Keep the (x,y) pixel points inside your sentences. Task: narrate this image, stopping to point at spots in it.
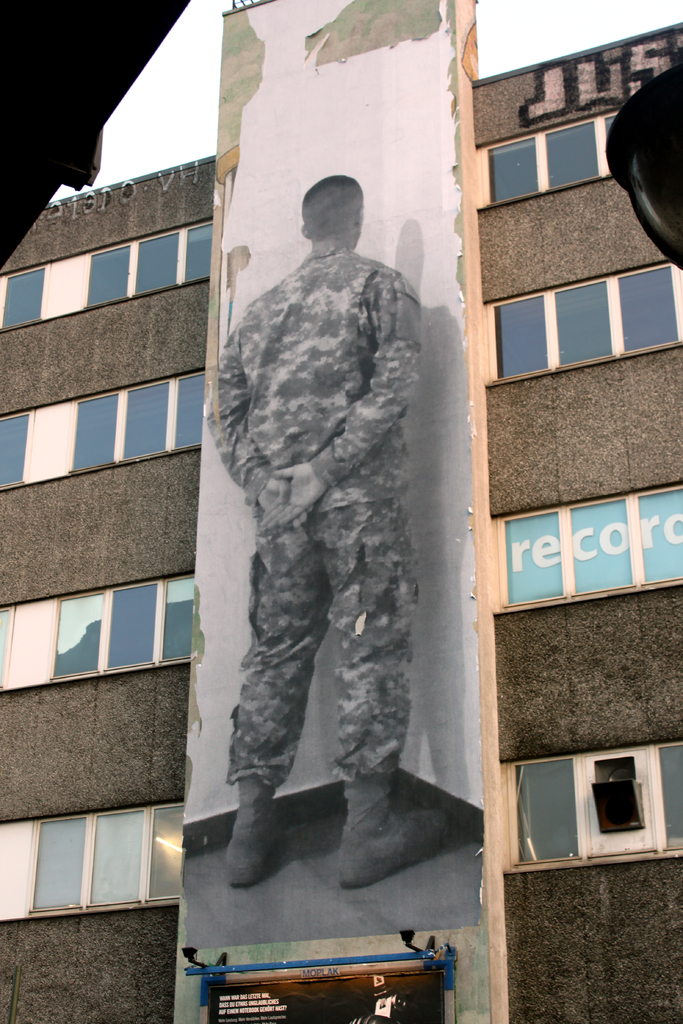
In the center of the picture (364,630) there is a hoarding (338,490). In the picture there is a building (152,470), there are glass windows (573,830) to the building (56,366).
